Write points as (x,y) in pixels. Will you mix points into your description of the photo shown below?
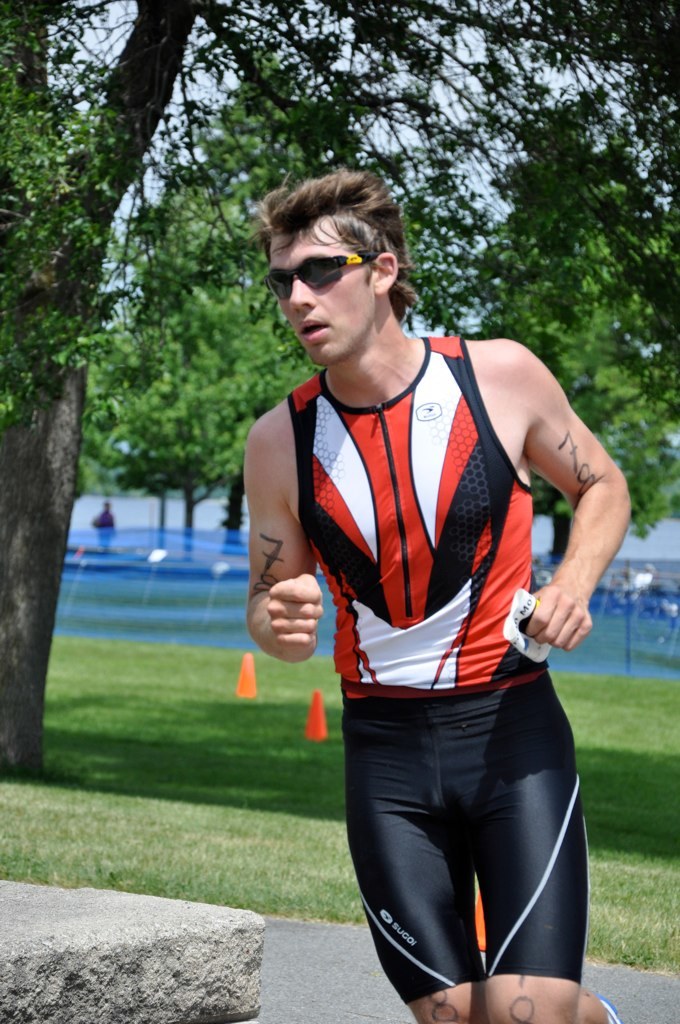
In this picture there is a man (416,544) in the center of the image (416,656), it seems to be he is running and there are trees (9,577), grassland (105,764) and water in the background area of the image (192,504).
